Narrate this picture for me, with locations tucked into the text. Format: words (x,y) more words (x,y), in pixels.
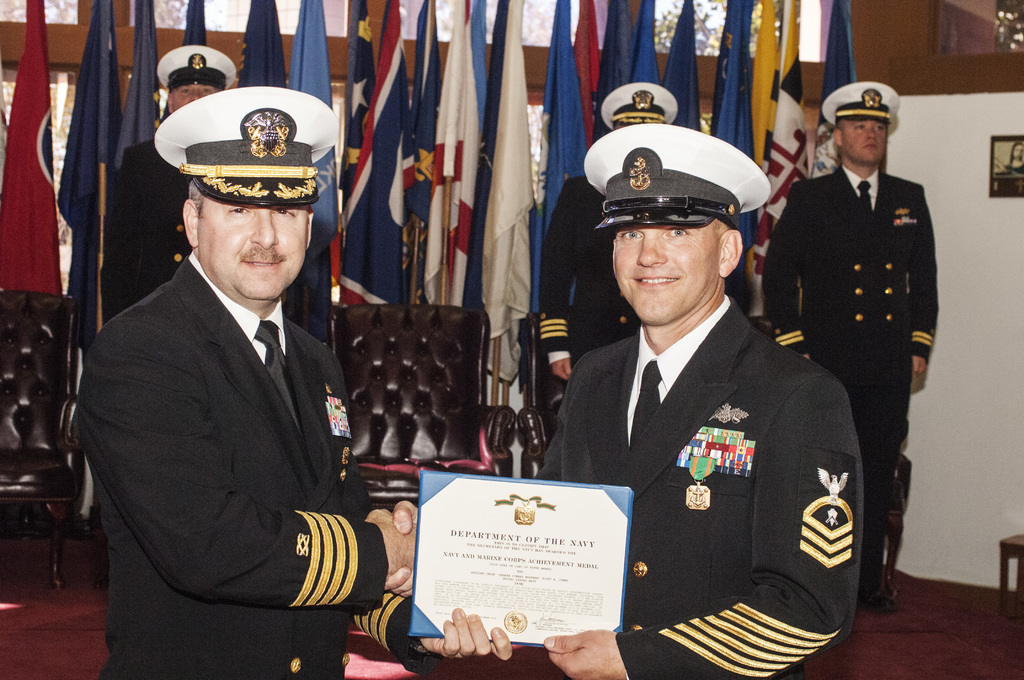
This picture shows few people (623,276) standing. They wore caps (692,186) on their heads (644,242) and couple of men (338,571) shaking their hands (389,531) and both of them holding a certificate (555,625) with other hand (580,640) and we see flags (381,99) and chairs (440,353) on the back (557,146) and we see a poster (1006,184) on the wall (986,146).
